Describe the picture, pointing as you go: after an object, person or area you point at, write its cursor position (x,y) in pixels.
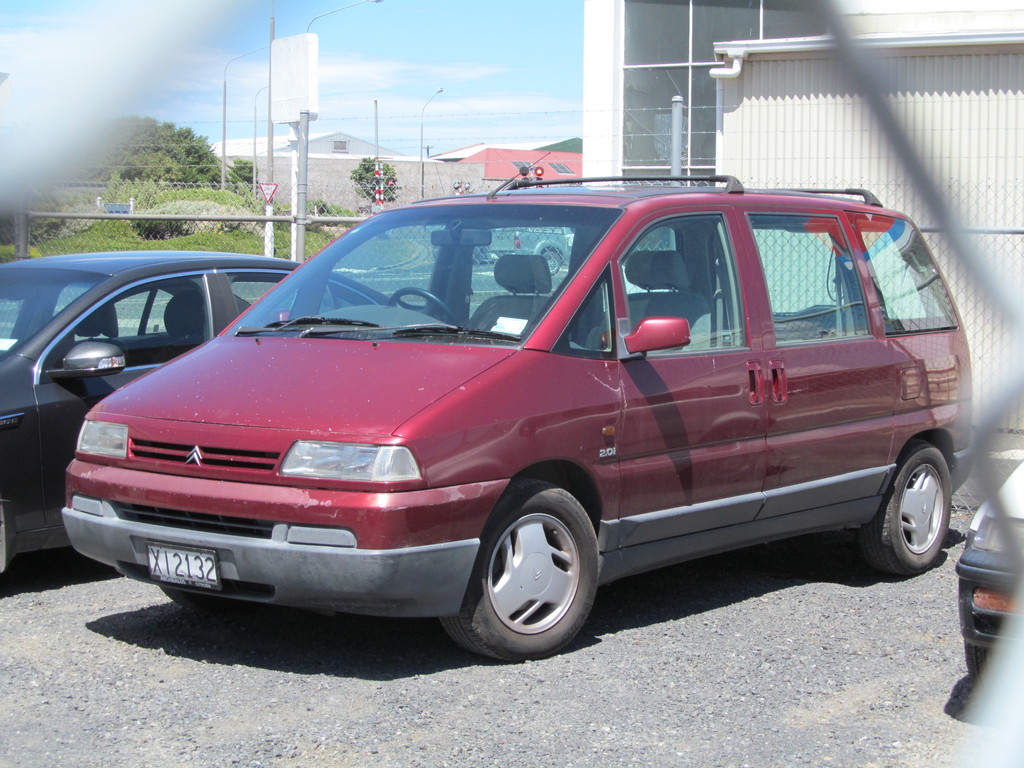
In this picture I can see vehicles (931,497), there are poles (267,237), lights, there is fence (240,236), there are sheds (343,194), there are plants (136,243) and trees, and in the background (416,75) there is the sky (367,93).
